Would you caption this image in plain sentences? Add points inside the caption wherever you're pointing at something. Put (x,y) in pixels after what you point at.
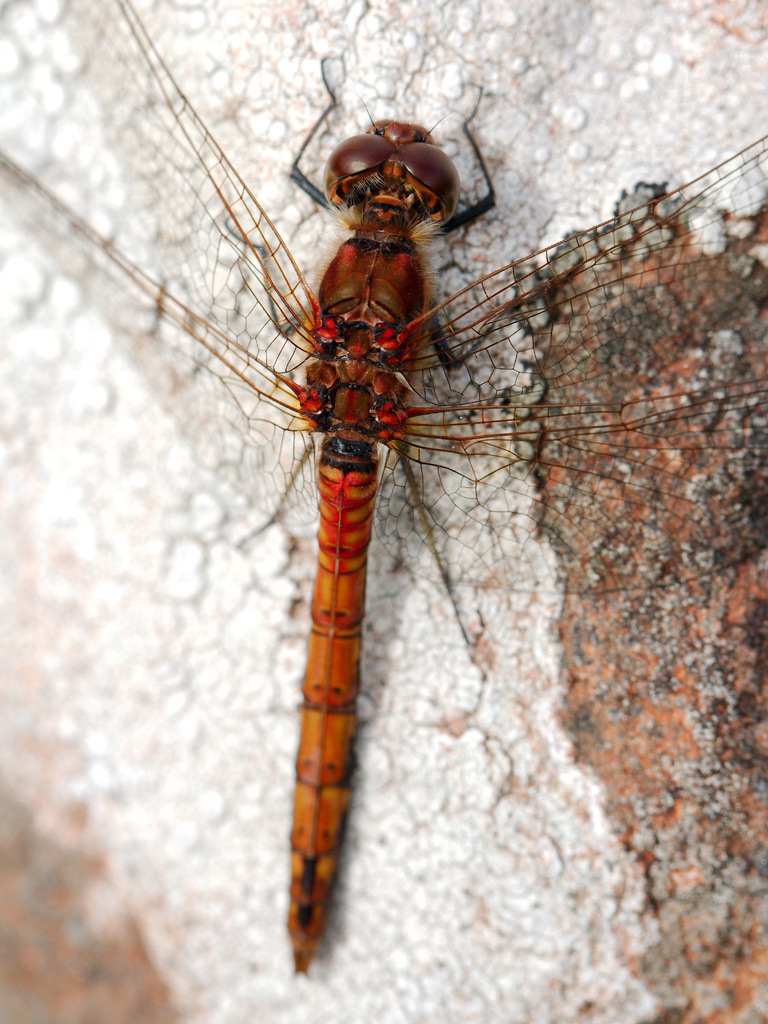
There is a dragonfly (387,462) in the center of the image (392,433) on a surface (134,437).
